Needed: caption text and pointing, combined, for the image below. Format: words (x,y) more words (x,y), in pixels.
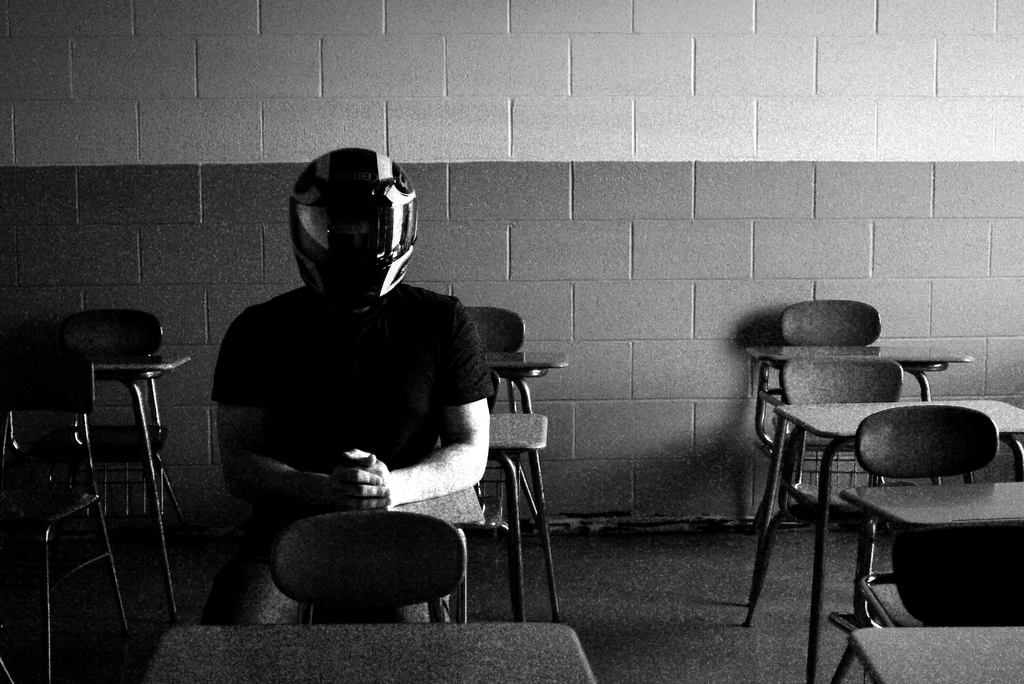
Here we can see a person (275,435) sitting on chairs (399,530) and tables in front of him and he is wearing an helmet (330,228).
